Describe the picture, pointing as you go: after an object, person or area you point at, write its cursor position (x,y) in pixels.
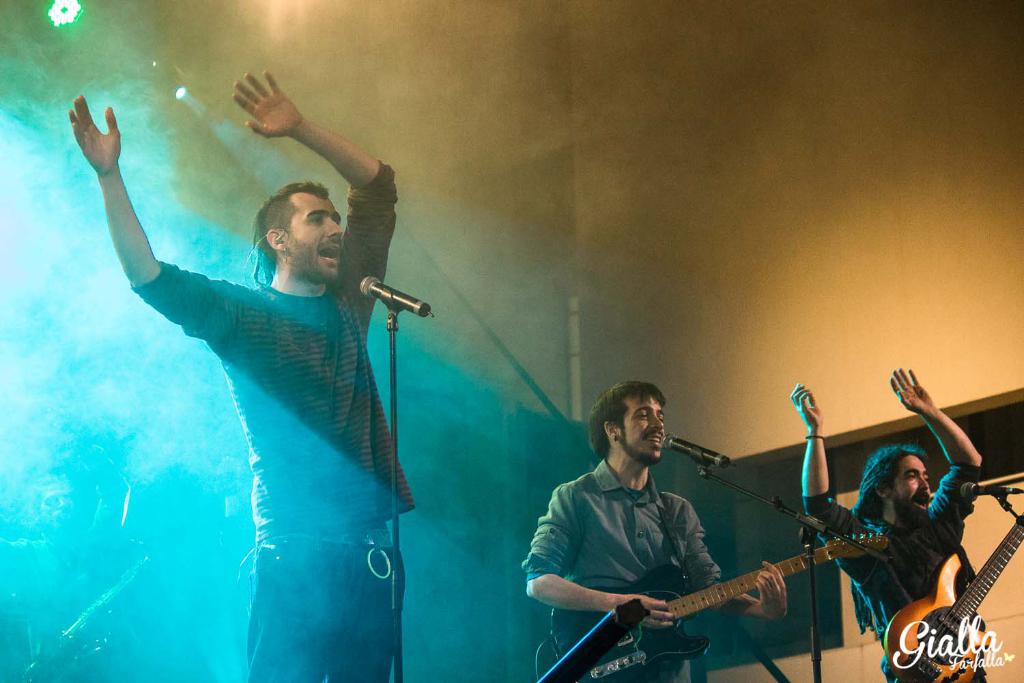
In this image I see 3 men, in which 2 of them are holding guitars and there are mics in front of them. In the background (75,182) I can see a light (35,278) and the wall (246,5).
